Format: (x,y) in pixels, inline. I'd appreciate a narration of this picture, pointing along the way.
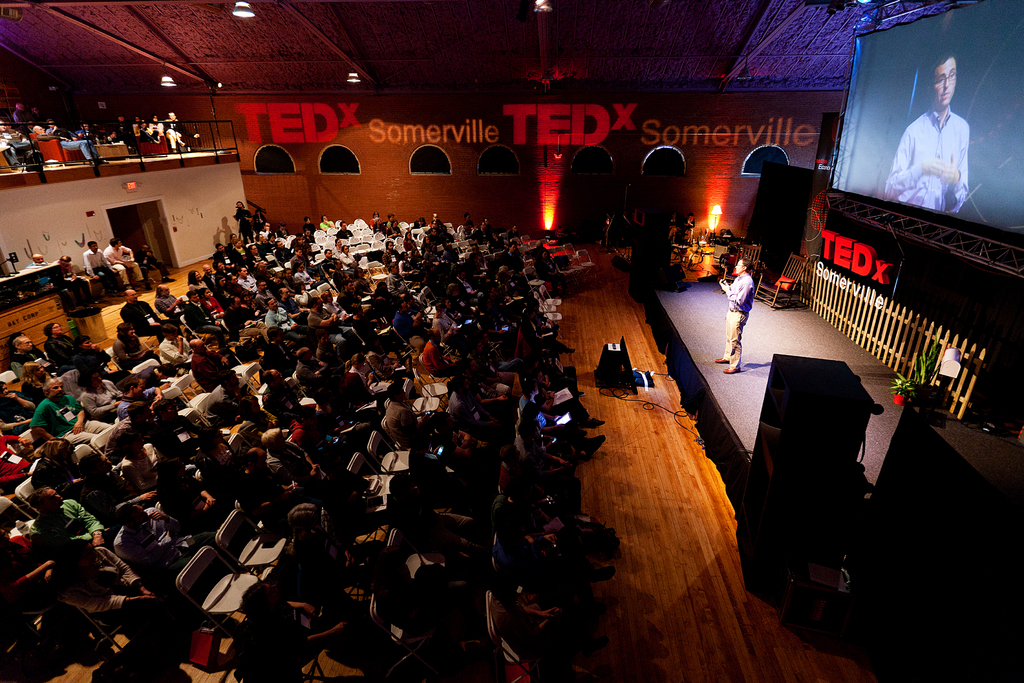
In the picture we can see a hall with some public (208,485) sitting on the chairs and a man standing on the stage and giving a speech and behind him we can see a wall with a railing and top of it, we can see a screen (924,117) with an image of a person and in the background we can see a wall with a name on it TEDx Somerville and to the ceiling (33,55) we can see some lights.
